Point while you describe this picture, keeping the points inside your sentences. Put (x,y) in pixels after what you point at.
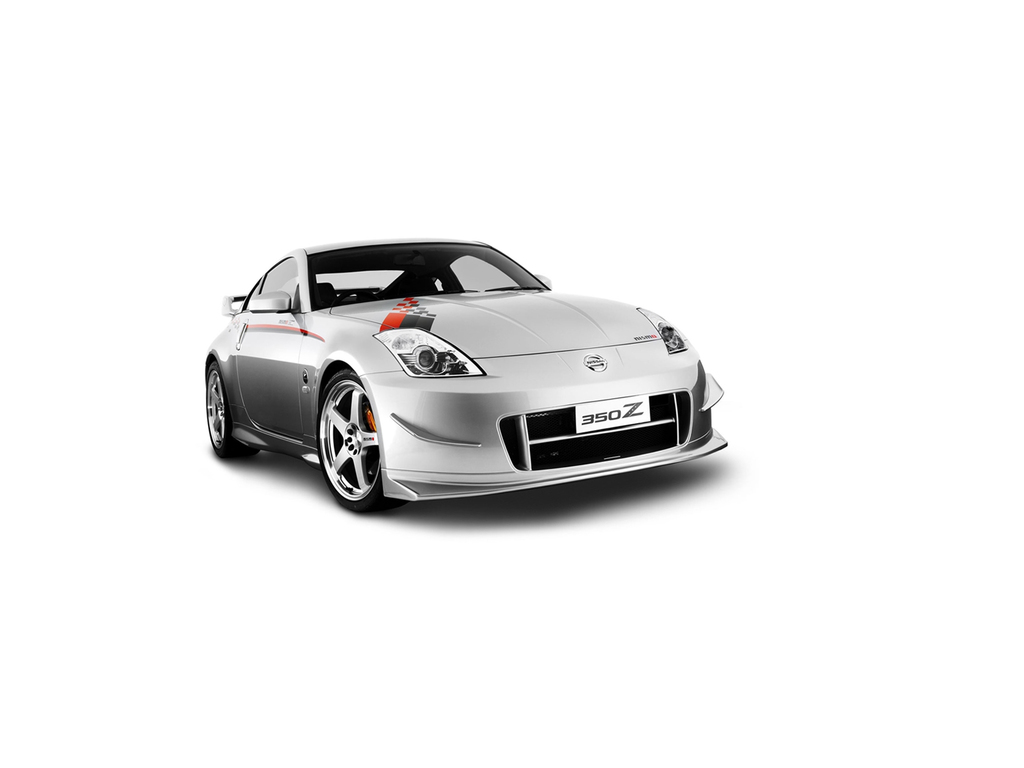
In this picture there is a car (497,423) in the center of the image (492,383).
